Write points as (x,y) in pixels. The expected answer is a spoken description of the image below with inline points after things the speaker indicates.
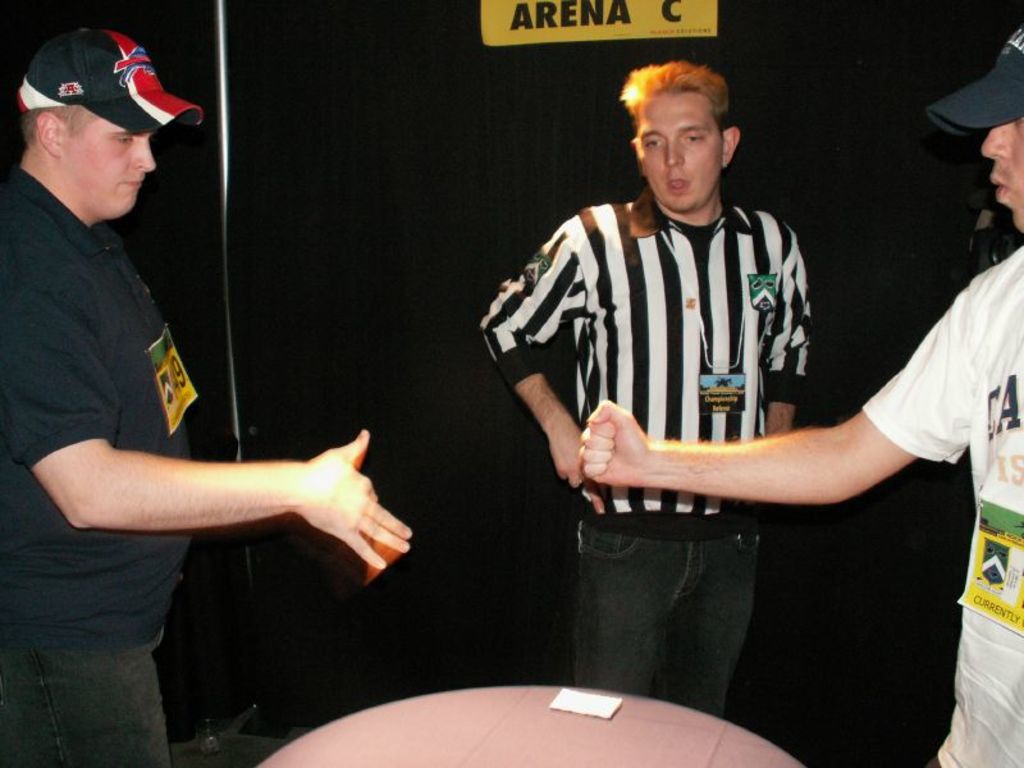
In this picture there are three men (583,386) standing. In the center (656,307) the person (647,406) is umpire (694,408). In the foreground (61,372) there are two men (927,402) are playing a game. In the foreground (531,746) there is a table (452,706). In the background (405,72) there is a black curtain (534,48) and a board (523,35).
